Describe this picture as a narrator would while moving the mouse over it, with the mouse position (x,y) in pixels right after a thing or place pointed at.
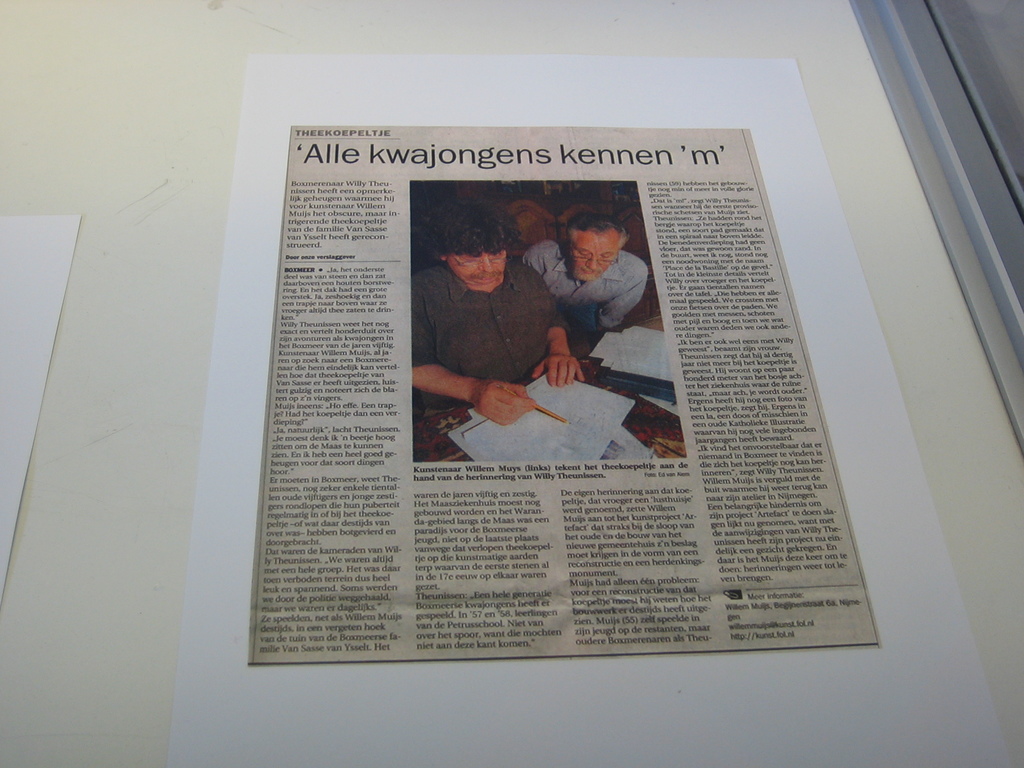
In this picture I can see papers (515,55) attached to the wall (959,309).
